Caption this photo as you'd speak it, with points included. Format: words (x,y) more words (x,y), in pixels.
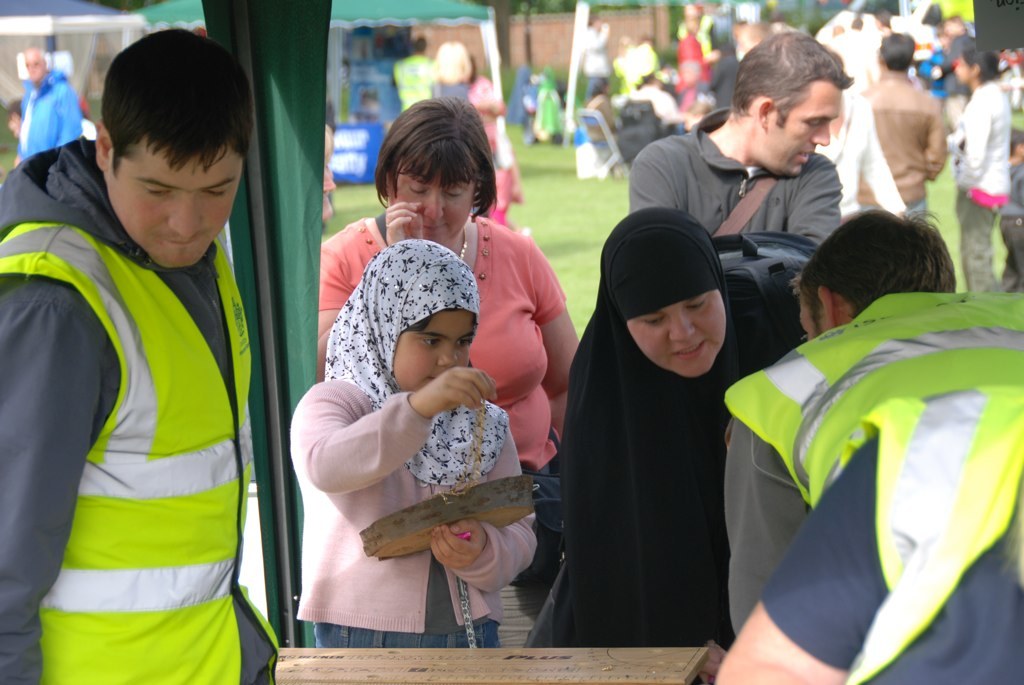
This picture is clicked outside. In the foreground (558,524) we can see the group of persons (759,422). On the left (335,661) there is a wooden object (335,661) and we can sees a girl (379,468) wearing pink color jacket (352,521), holding some objects (477,504) and standing on the ground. In the background (616,64) we can see the tents (264,20), group of persons (452,84) and some other objects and the green grass (537,204).
